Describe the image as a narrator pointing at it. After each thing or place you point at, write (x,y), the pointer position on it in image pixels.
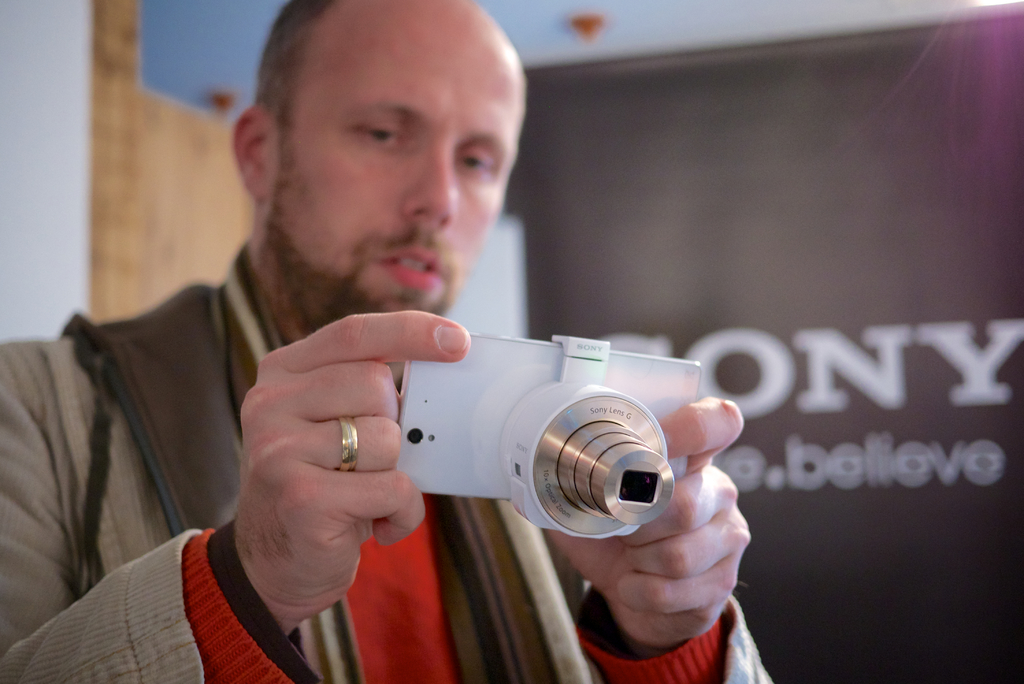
This man (295,459) is holding a camera (657,426) and taking snap. Far there is a banner (982,403).
